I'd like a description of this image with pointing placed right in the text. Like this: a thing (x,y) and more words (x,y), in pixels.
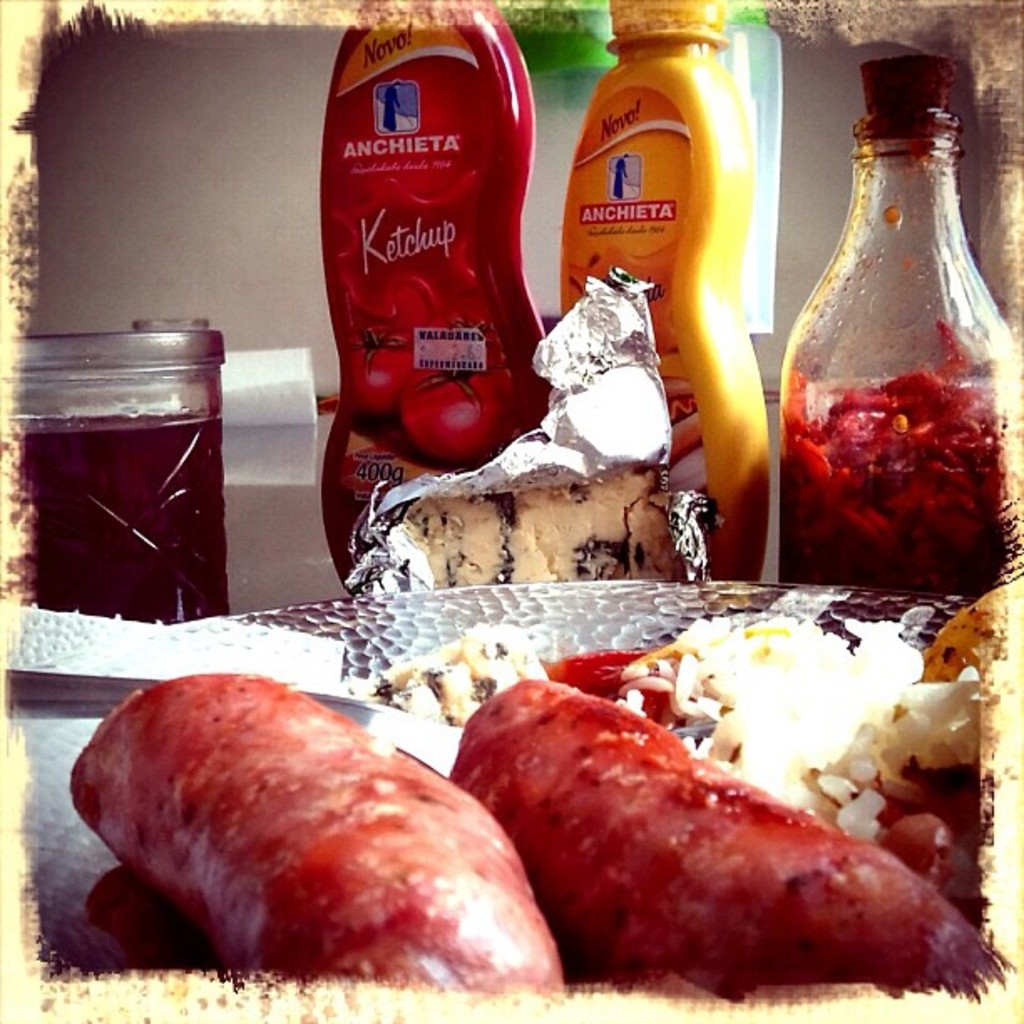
In the foreground of this image (558,790), at the bottom (690,833), there is food item (761,702). In the middle (413,341), there are few bottles (833,369) and a container (201,477) on the white surface (277,518). In the background (240,193), there is a wall (205,168).
